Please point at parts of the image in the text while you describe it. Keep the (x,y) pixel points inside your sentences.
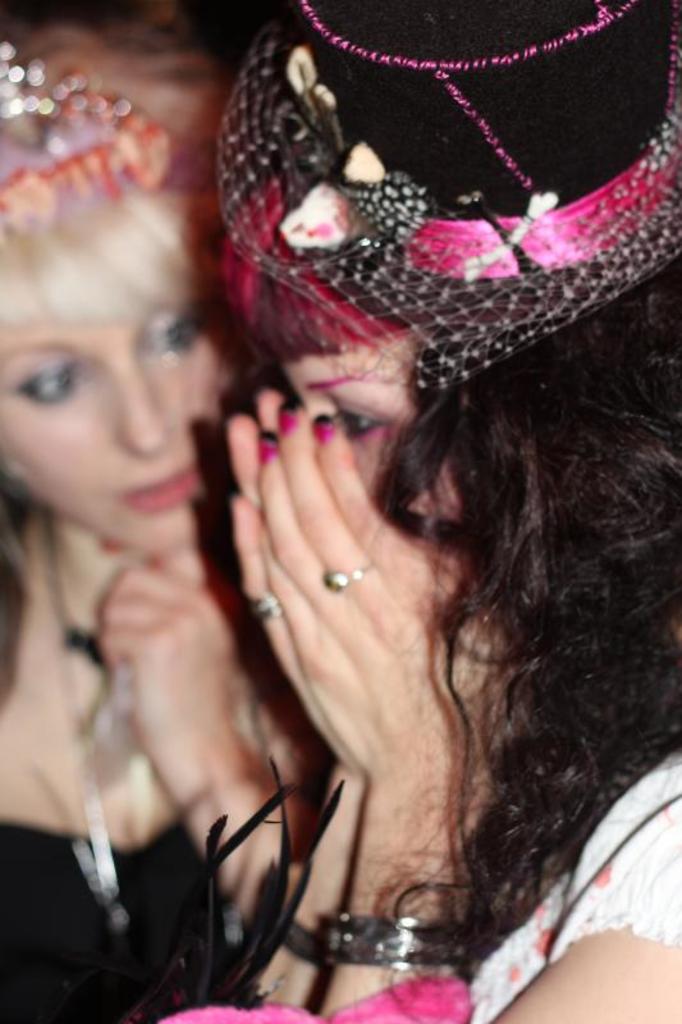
In this picture there are two women (433,681) who has some objects (315,134) on their head (5,419).
